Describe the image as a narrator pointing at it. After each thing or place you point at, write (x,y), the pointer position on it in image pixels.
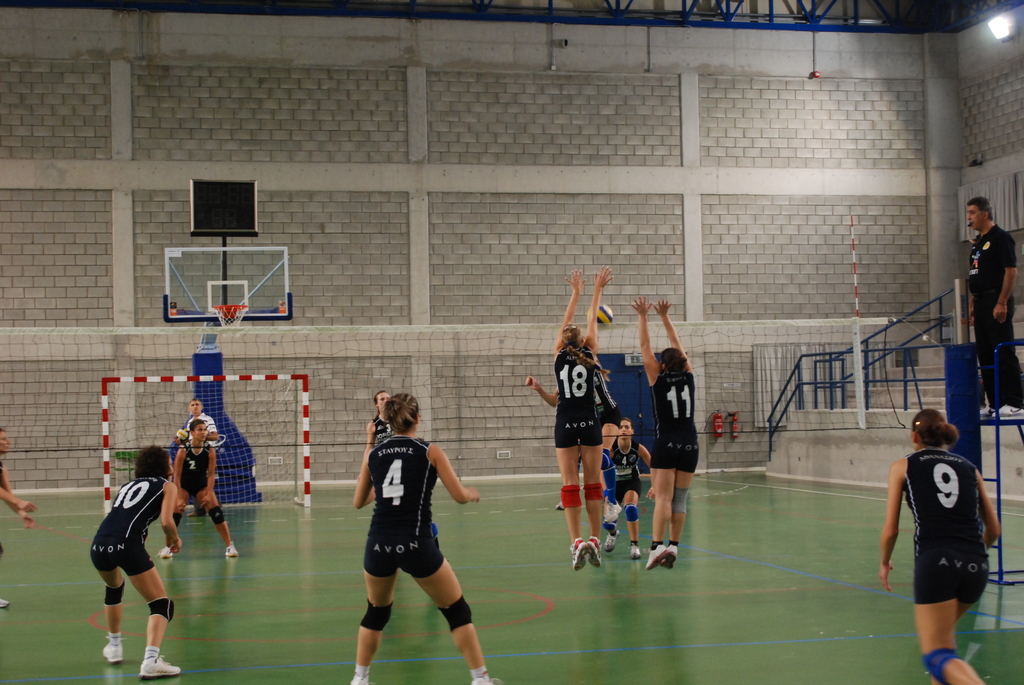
In this image I can see a volleyball court (647,615) and number of persons (461,499) wearing black color jersey (397,501) are standing on the court (436,506). I can see a ball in the middle of the picture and in the background (1010,407) I can see a person (1012,380) standing, few stairs (898,399), the railing (832,358), the goal post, the wall (387,233) which is ash in color, few blue colored metal rods (956,19) and a light (997,27) to the wall (768,189).
